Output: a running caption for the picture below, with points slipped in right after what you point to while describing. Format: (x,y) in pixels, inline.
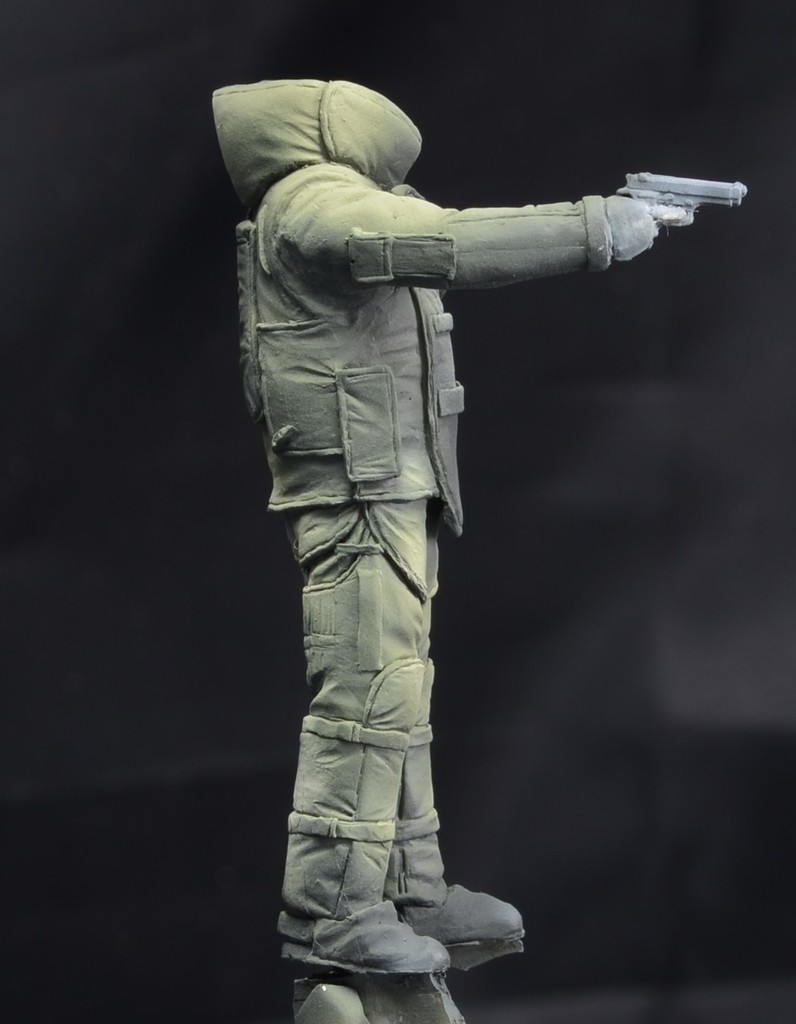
In this picture there is a costume (357,497). The background (156,972) is blurred.
